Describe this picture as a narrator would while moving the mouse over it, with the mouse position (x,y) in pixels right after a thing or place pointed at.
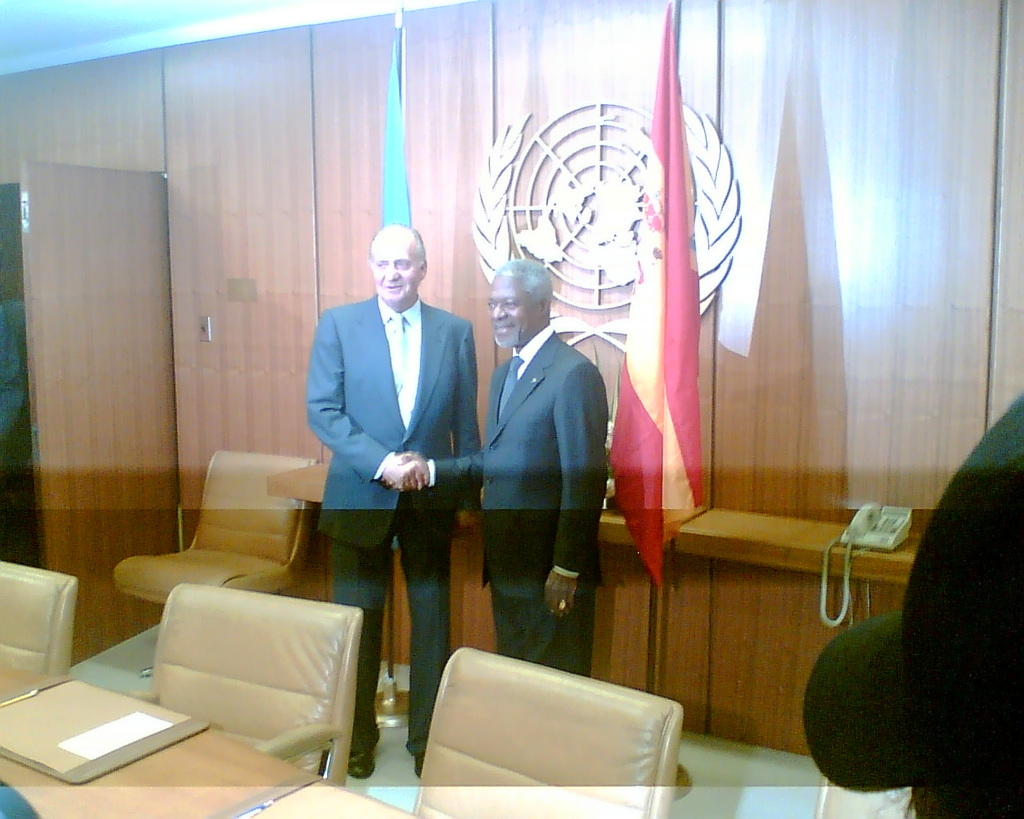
In this picture there are two people (450,377) smiling and shaking their hands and the backdrop (795,232) is some logo (587,119).
